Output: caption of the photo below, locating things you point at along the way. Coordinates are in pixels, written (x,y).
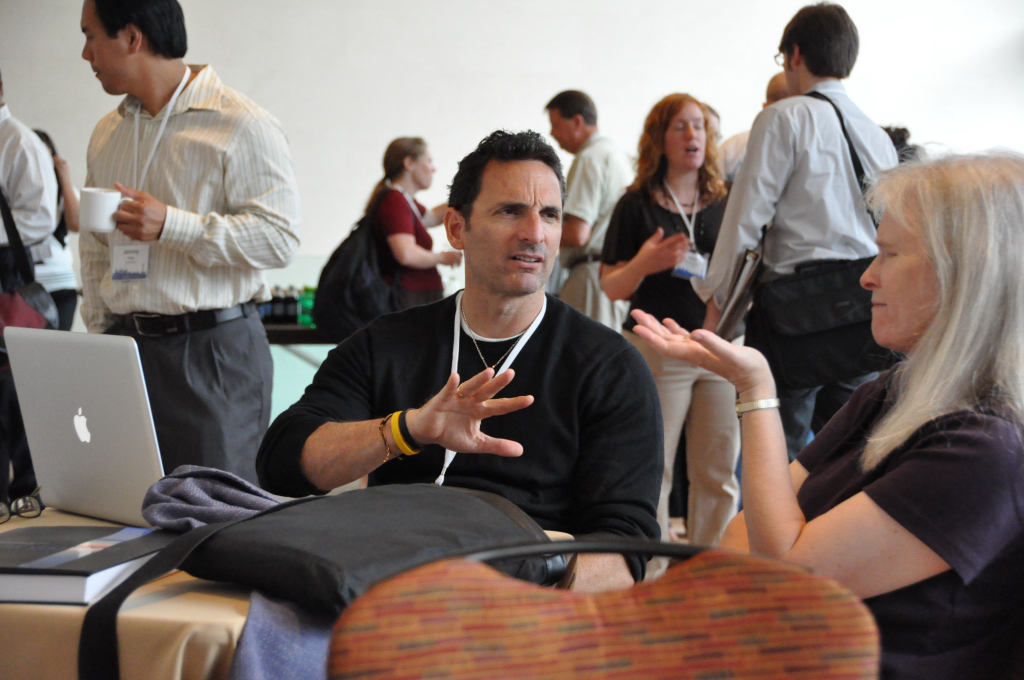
In this picture there are people (133,40), among them these two people (461,392) sitting and talking. We can see laptop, cloth (228,517), bag (268,524) and spectacle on the table (229,619) and chair (713,554). In the background of the image (453,64) we can see objects (276,316) on the platform (282,328) and wall (395,57).
